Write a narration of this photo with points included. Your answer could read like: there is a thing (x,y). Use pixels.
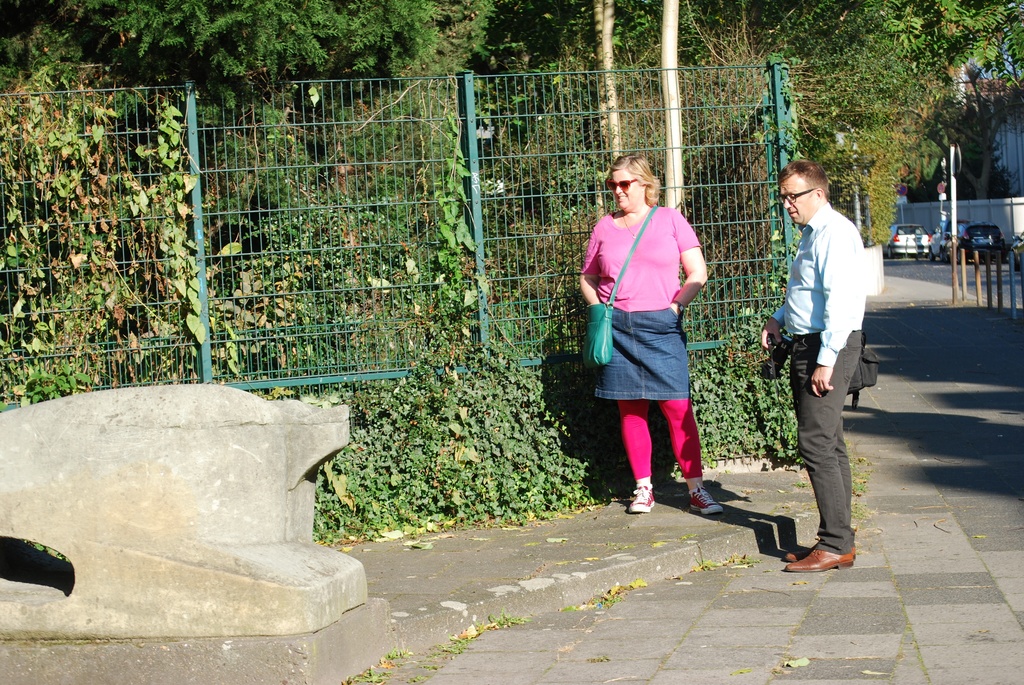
In the center of the image (622,243) we can see two people (780,198) are standing and a lady (643,353) is wearing bag (601,345). On the right side of the image (923,245) we can see the poles (1013,263), wall (937,217), car (907,231), board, road (1005,277). On the left side of the image (165,455) we can see a stone (137,422). In the background of the image (177,259) we can see the trees (251,28), mesh (554,184), plants (692,402). At the bottom of the image (779,584) we can see the road (529,622) and leaves (529,622).
